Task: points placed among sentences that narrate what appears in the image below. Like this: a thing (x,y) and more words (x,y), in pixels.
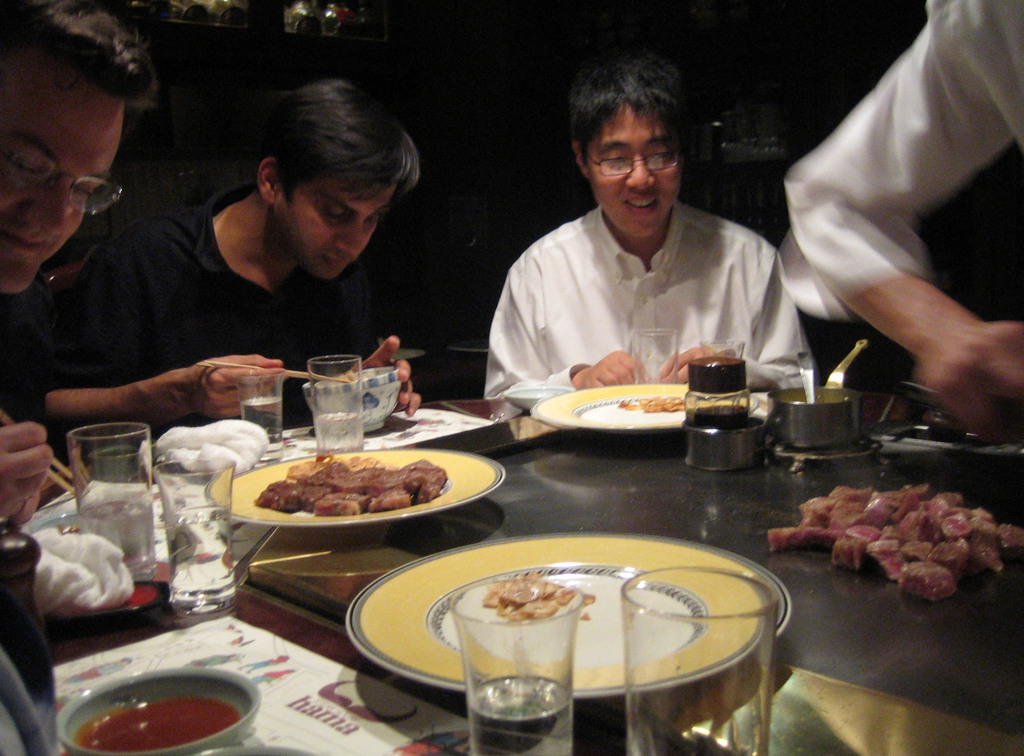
In the picture a group of people (308,211) were having food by sitting in front of a table (781,512) and on the table (961,696) there are some food items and glasses (699,708) and napkins (228,422) were kept.
